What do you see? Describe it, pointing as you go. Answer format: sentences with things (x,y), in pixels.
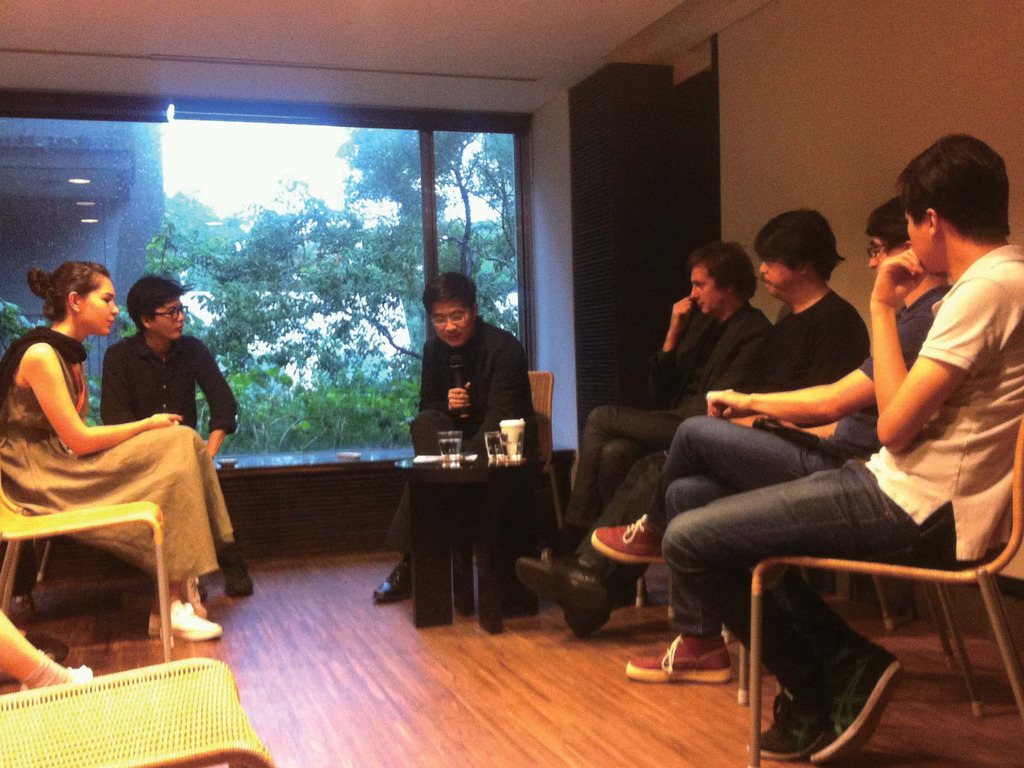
In this picture I can see few people (51,358) are sitting in the chairs (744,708) and I can see couple of glasses (495,452), a paper (419,461) and a cup (509,419) on the table (478,558) and I can see a empty chair (138,719) on the left side (148,708) and from the window glass (360,224) I can see trees (323,275) and other building (113,239) and I can see sky (325,174).
